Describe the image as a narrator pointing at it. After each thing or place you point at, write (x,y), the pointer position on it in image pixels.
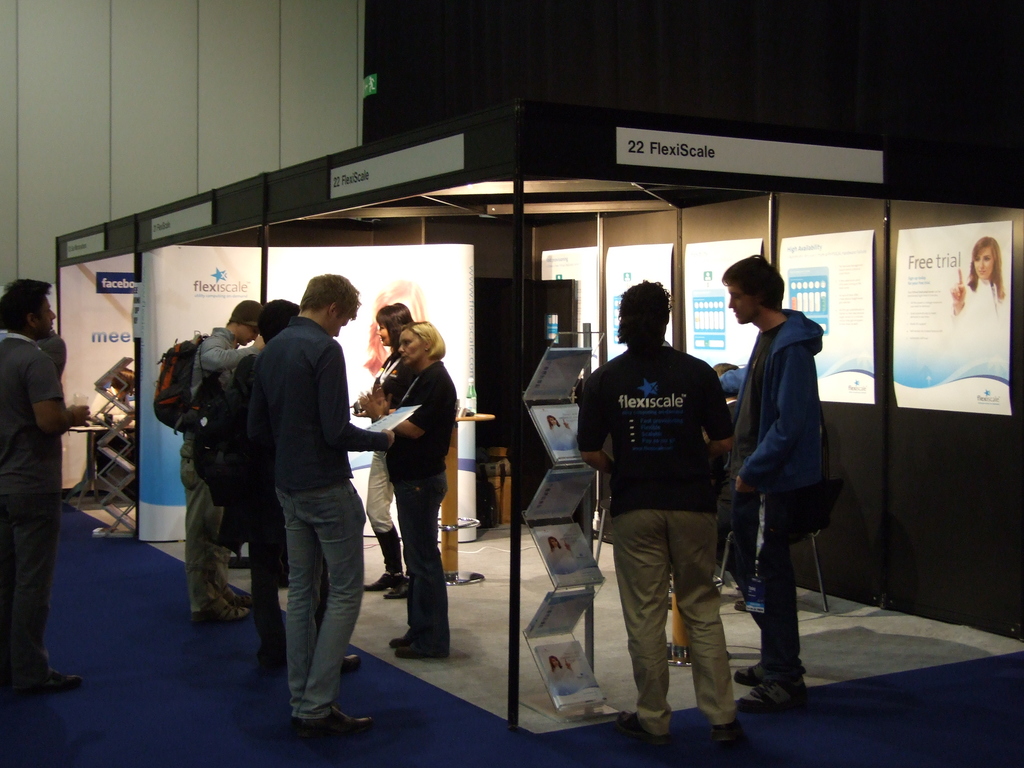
In this image, I can see the stalls (272,255), banners (141,399), book stands (123,513), table (471,524) and few other objects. There are groups of people (413,446) standing and the posters (941,276) attached to the boards (876,242). At the top of the image (385,100), I can see a signboard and the wall (202,100).
